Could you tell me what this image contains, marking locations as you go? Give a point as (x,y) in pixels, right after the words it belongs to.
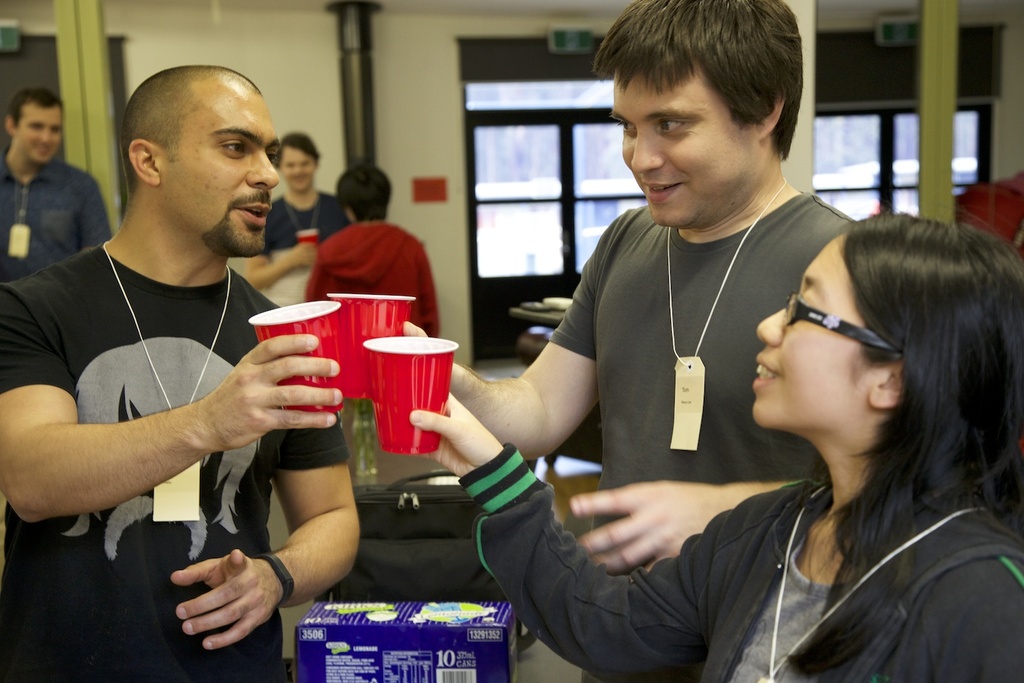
In this image, we can see three persons (501,417) holding glasses (380,348). In the background (268,62), we can see people (93,239), wall (454,212), poles (924,209), glass objects (548,204) and few things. At the bottom of the image (448,642), we can see a blue box (396,652) and bag (469,551).
